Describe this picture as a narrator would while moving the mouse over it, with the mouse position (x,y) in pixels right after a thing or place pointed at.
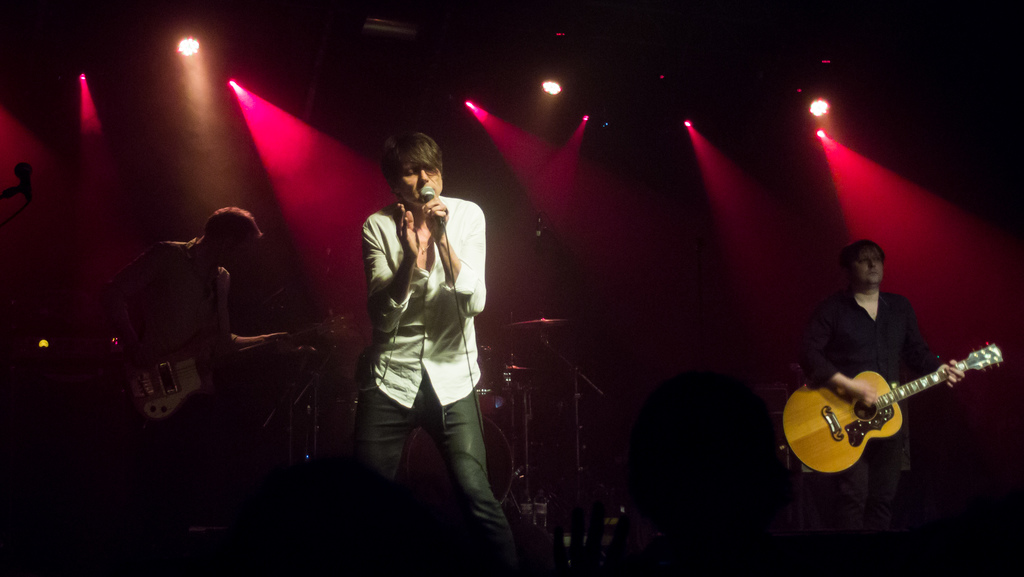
In the image we can see there are people (920,356) who are holding guitar (172,371) in their hand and a person (371,251) is holding mike (429,189) in his hand (448,220).
